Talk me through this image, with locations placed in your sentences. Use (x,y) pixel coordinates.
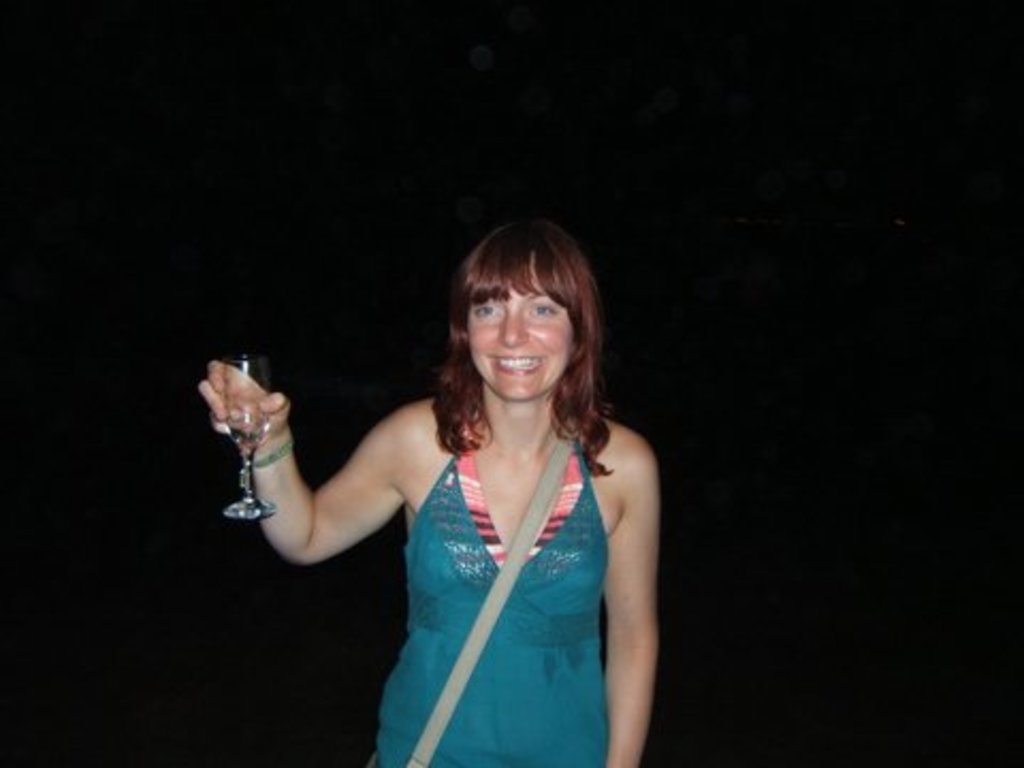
In this image we can see a woman (593,547) standing holding a glass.
